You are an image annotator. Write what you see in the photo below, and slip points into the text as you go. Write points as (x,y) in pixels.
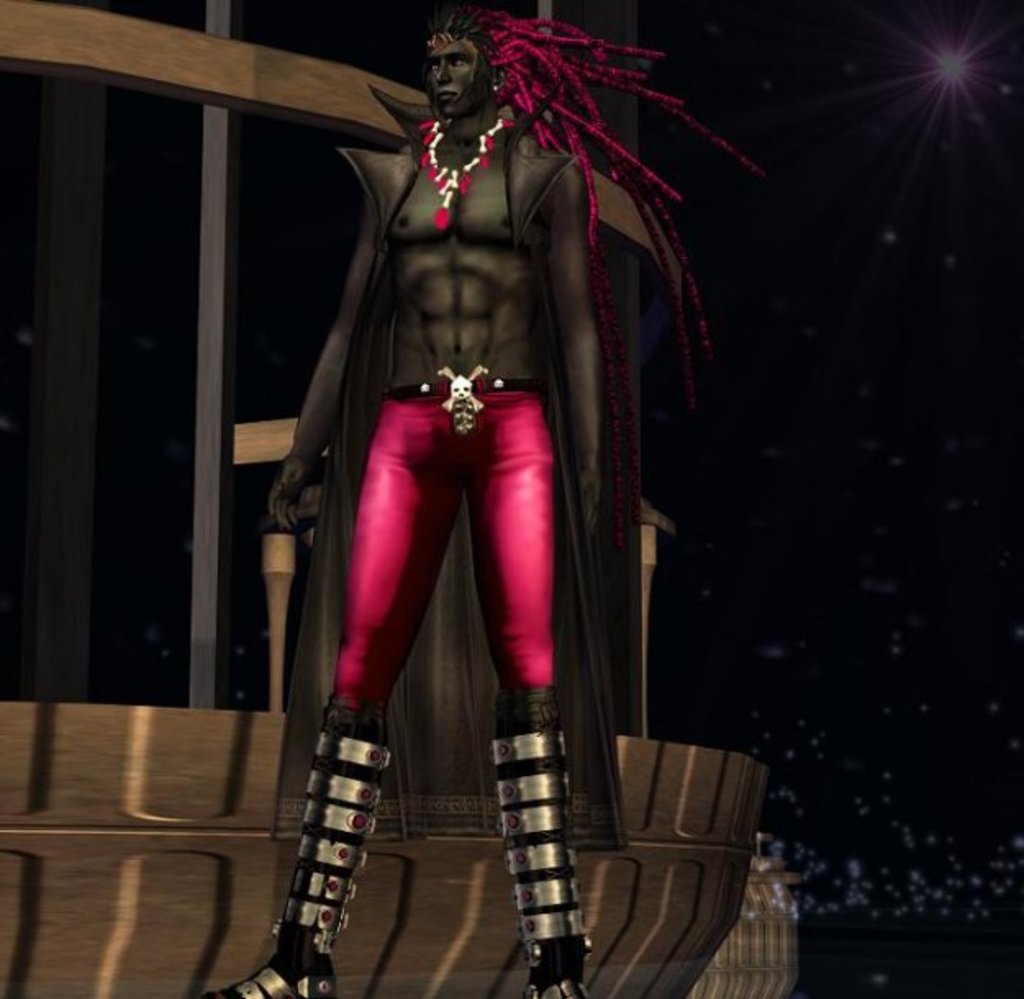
In this picture there is a cartoon (452,115) of a man (519,672). He is wearing a pink trousers (531,492) and an ornament (498,129). In the background (265,717), there is a building (224,757).
